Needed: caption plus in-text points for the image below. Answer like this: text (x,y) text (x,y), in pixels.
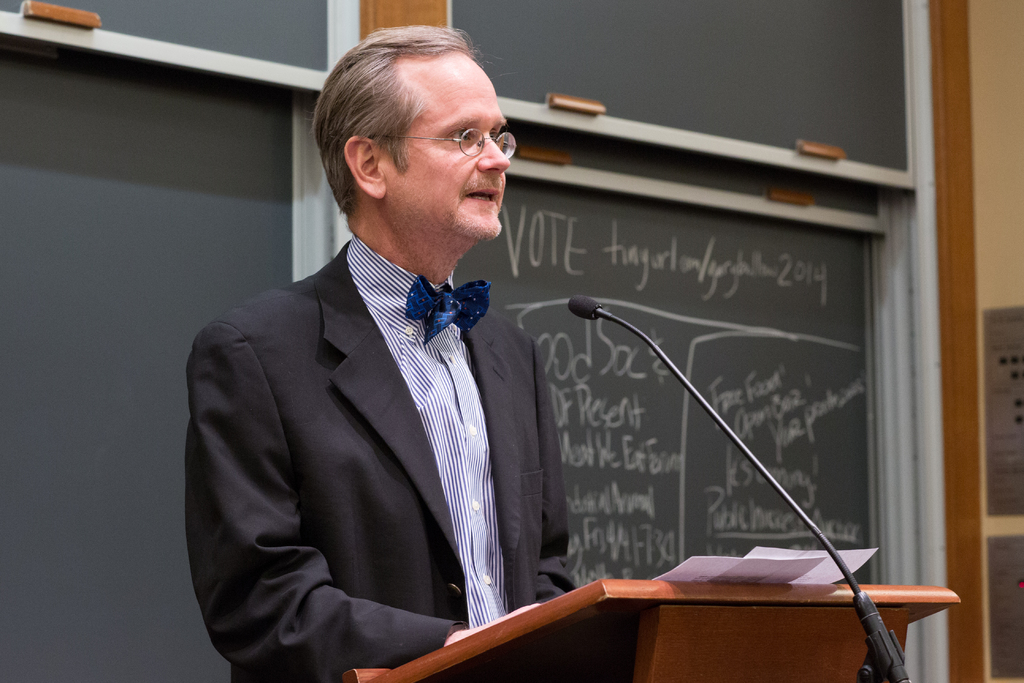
This image consists of a man (447,450) wearing a black suit (434,485) is standing in front of the podium (749,663) and talking in a mic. And we can see the papers (700,570) on the podium (722,606). In the background (221,209), there is a black board (655,325) on which there is a text (775,382).
